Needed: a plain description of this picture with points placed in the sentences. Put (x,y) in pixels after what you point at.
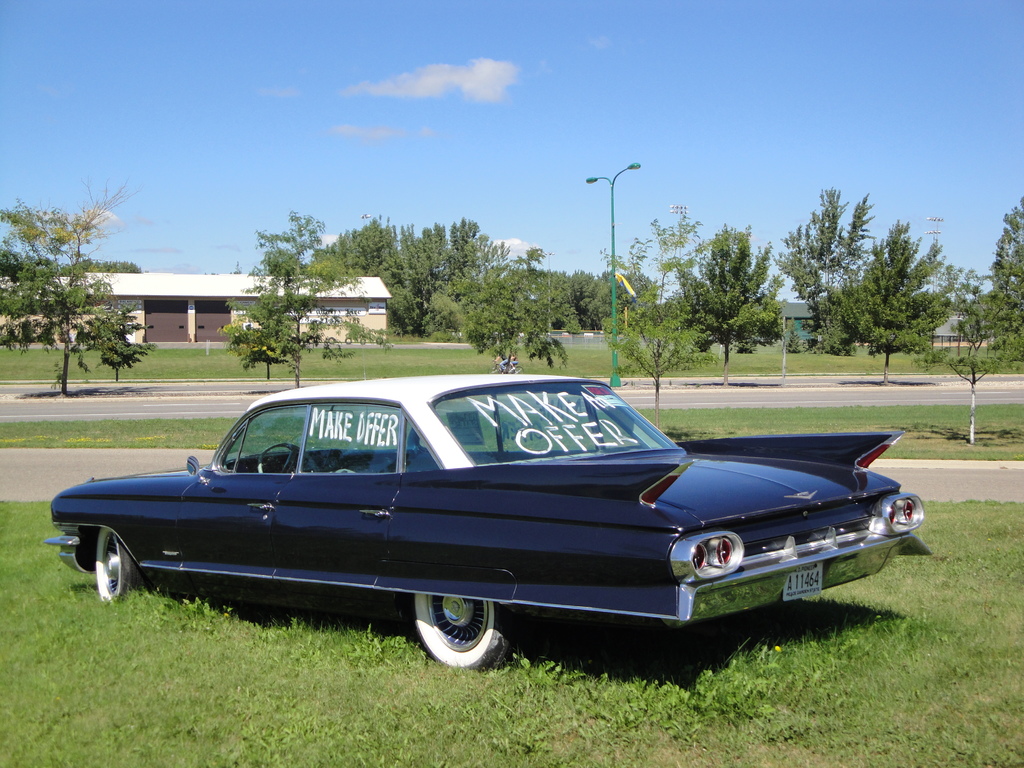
In the picture I can see a black color car (238,580) is parked on the grass (798,696). Here I can see some text (547,406) is written on the car glasses (491,452). In the background (812,202), I can see light poles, trees (979,299), houses (129,313), fence (606,342) and the blue color sky (794,159) with clouds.
